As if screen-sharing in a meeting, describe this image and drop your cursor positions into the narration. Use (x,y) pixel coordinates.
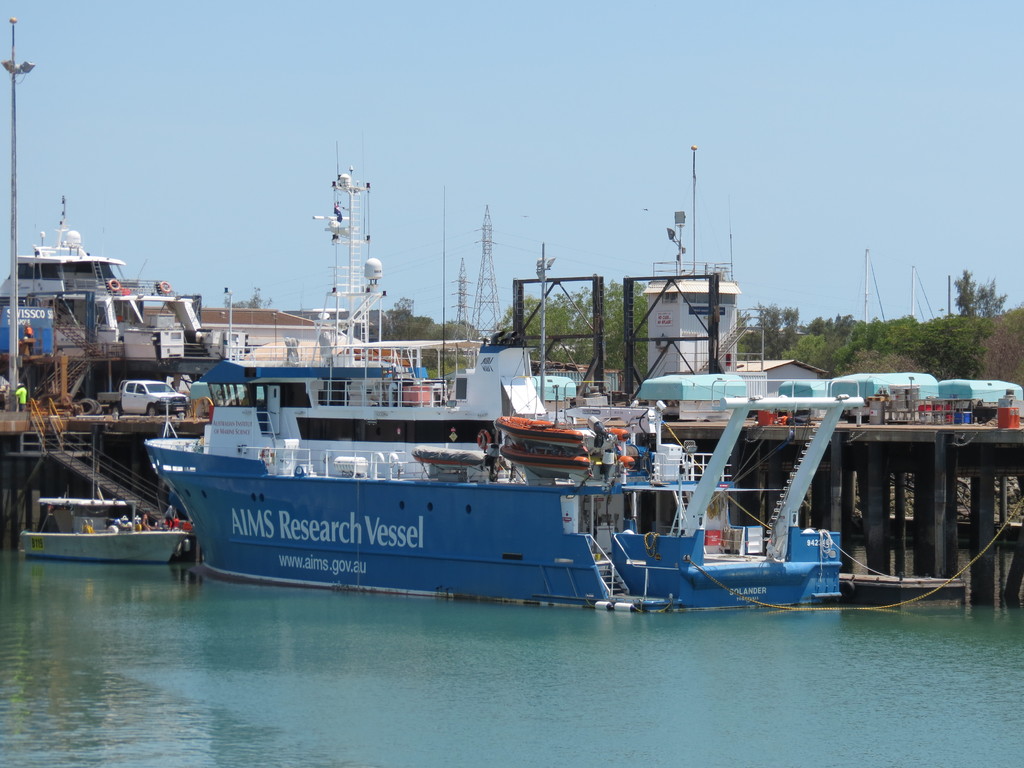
In the center of the image (397,500) we can see ship (259,502) on the water (485,689). In the background (956,518) we can see pillars (989,467), bridge (896,430), containers (947,417), ships (38,336), vehicle (112,412), boat (76,520), trees (947,339), towers (690,336) and sky (455,107).
